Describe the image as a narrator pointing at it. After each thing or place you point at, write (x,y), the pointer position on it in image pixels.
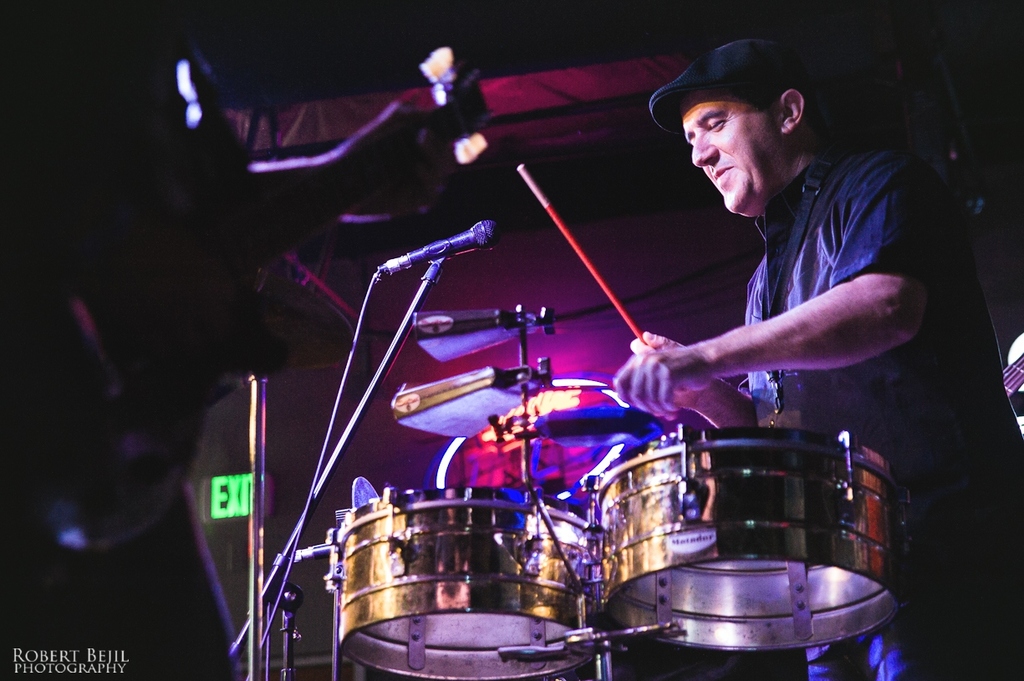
In this picture we can observe a person (786,358) in front of the drums (501,492), holding sticks (605,282) in his hands (633,392). He is wearing black color cap (721,78) on his head (738,177). There is a mic (413,259). On the left side (139,350) there is a person (80,201) standing. We can observe white color watermark (90,658).
